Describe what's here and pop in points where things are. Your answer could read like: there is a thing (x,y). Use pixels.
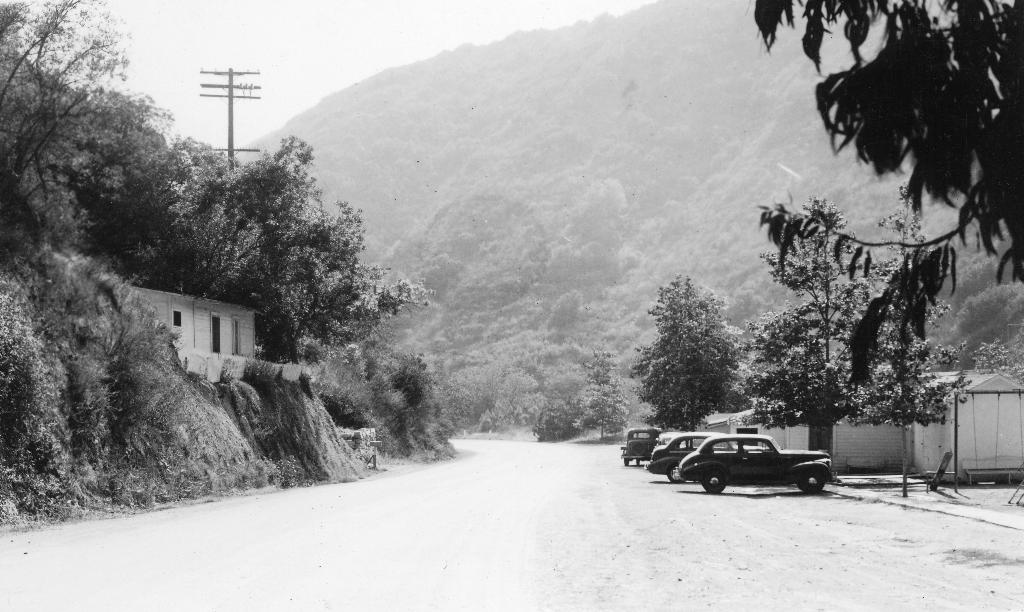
In this picture there are vehicles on the road (564,544) and there are buildings (917,458) and trees (790,397) and there is a pole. At the back (380,118) there are trees (766,136) on the mountain (766,136). At the top (408,36) there is sky (360,37). At the bottom (449,515) there is a road (355,593).
